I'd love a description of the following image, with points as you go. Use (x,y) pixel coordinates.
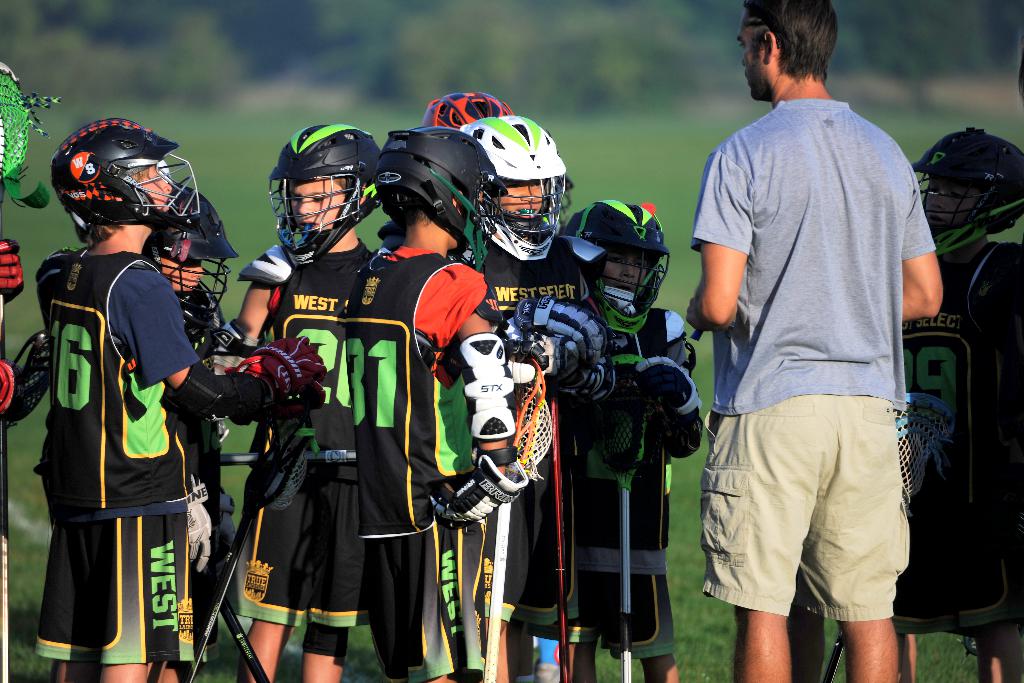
In this image we can see the players (513,224) wearing the helmets (446,180) and also the lacrosse gloves (682,388). We can also see a man (761,242) wearing the t shirt (762,176) and a short (768,525) and standing. The background (384,41) is not clear.
